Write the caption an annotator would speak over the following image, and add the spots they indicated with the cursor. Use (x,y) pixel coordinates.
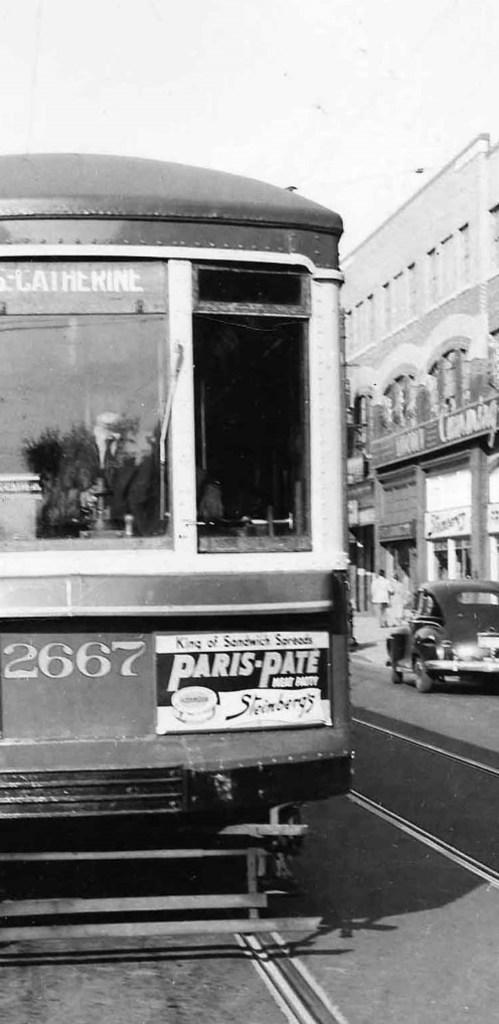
This is a black and white picture, we can see a train (337,610), car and a building (409,270), also we can see a few people (395,594), windows (455,388) and the sky (371,94).
